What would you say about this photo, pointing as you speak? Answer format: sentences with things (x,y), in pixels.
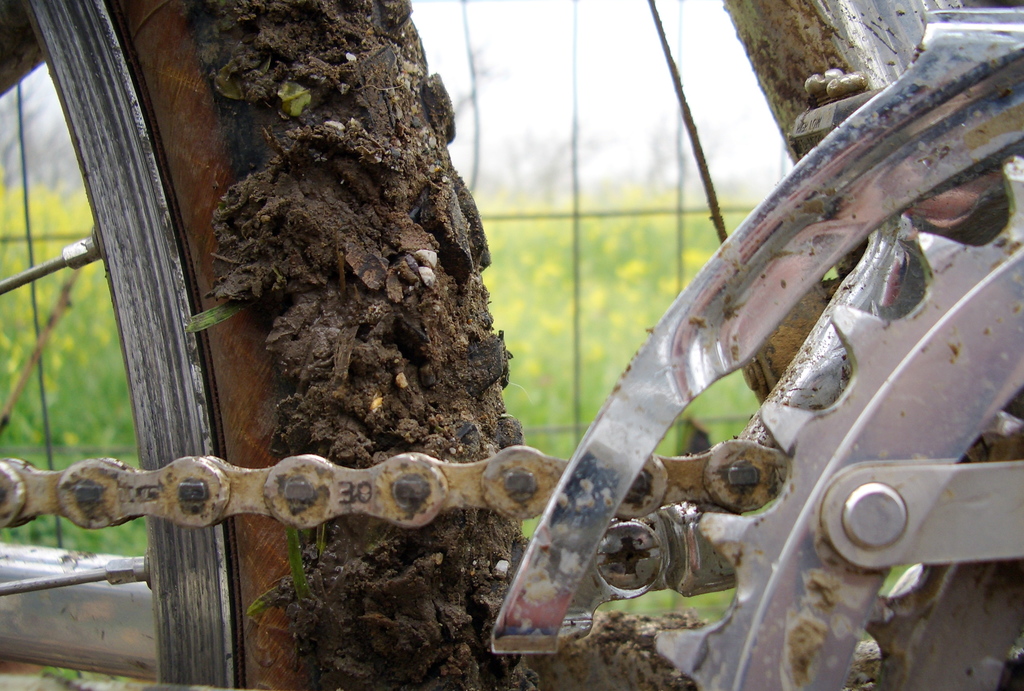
It's a zoomed in picture of a bicycle chain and a wheel (286,276).
